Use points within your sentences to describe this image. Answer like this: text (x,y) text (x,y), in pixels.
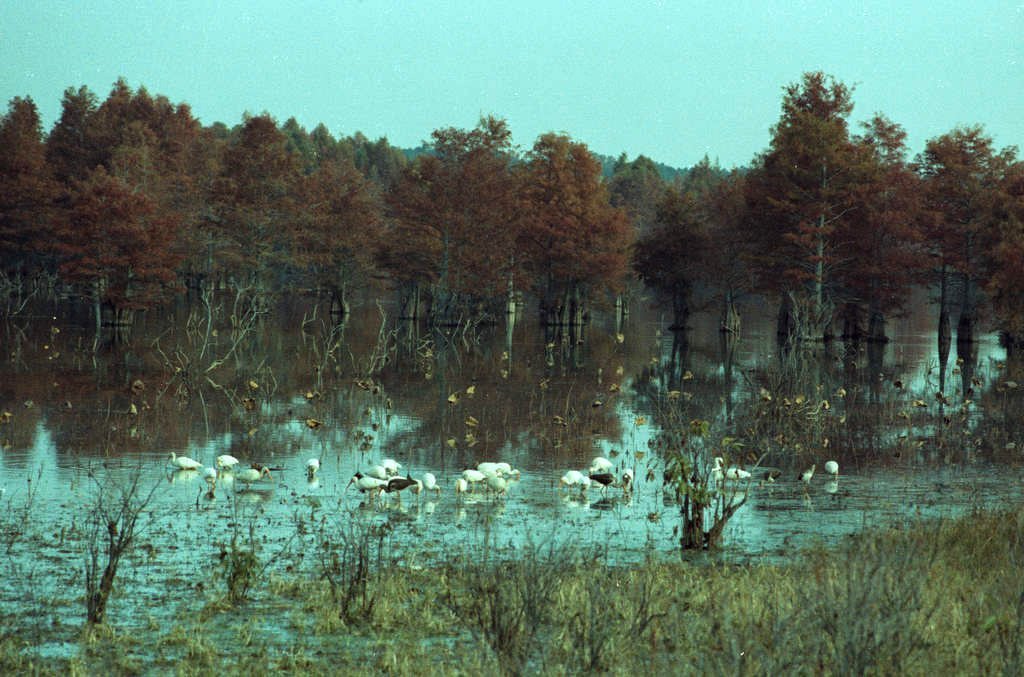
In this image we can see the birds (577,476) on the surface of the water (579,462). We can also see the grass (904,602), trees (962,211) and also the sky (540,61) at the top (673,46).
